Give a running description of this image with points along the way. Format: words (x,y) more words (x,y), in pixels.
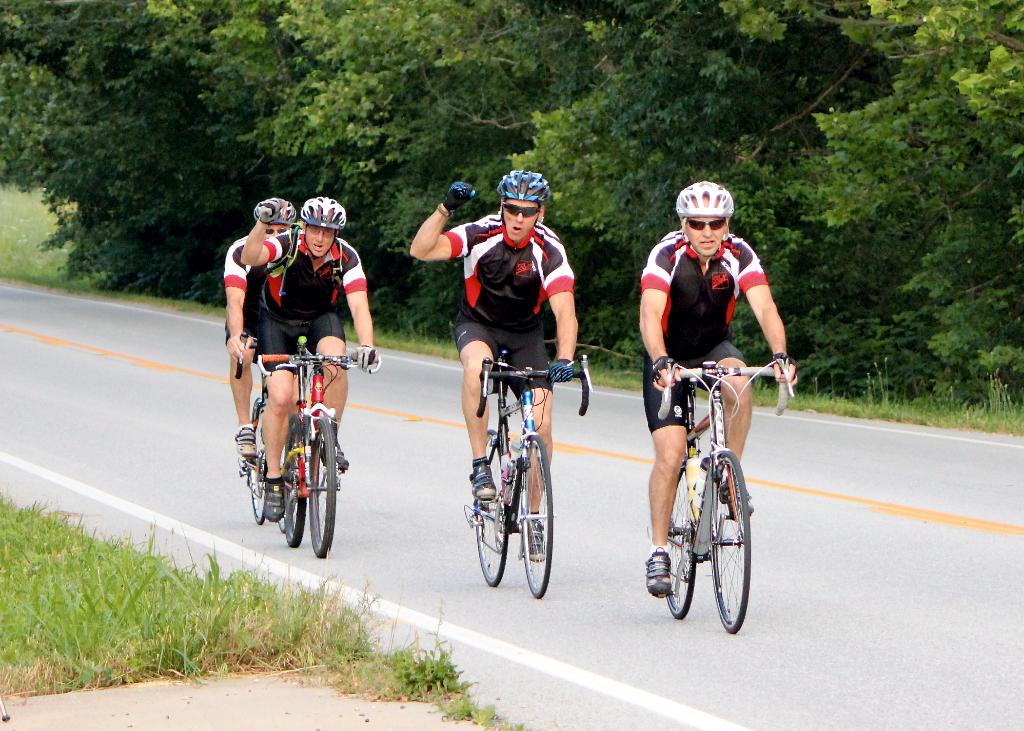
In this picture I can see some people (466,361) are sitting on the bicycles (497,385). They are wearing helmets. In the background (436,199) I can see trees (559,175), road (571,449) and grass (157,615).
